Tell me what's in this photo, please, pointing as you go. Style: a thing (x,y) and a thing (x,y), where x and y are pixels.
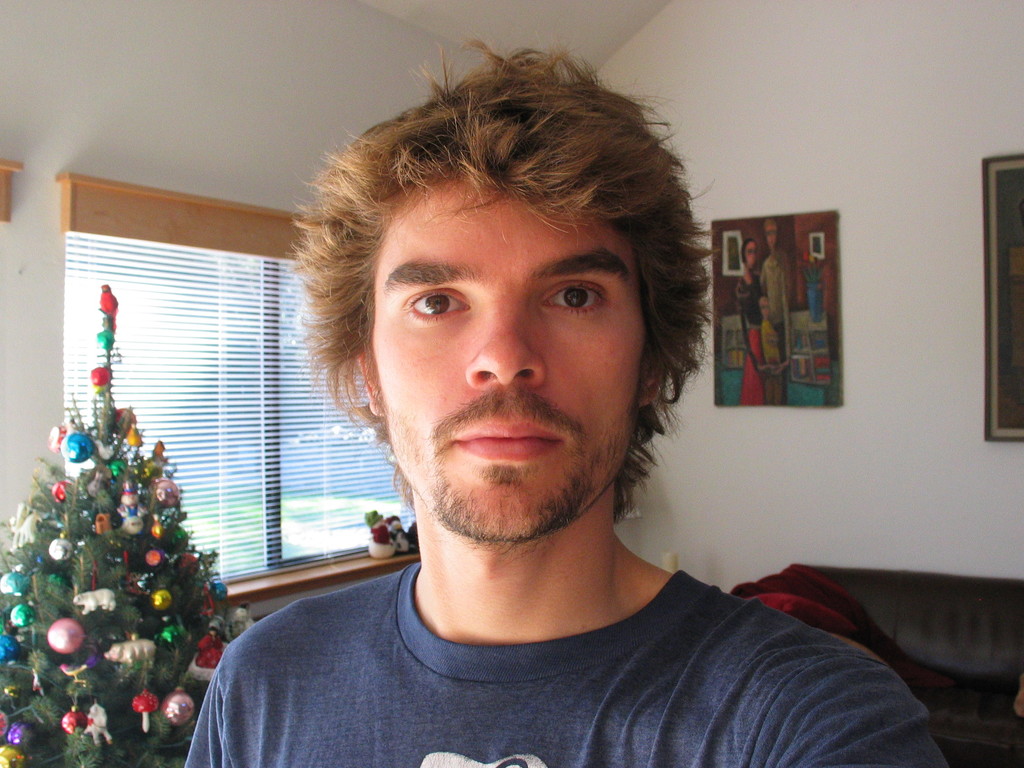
In this image I see a man (465,294) who is wearing a t-shirt (406,654) and in the background (54,504) I see a Christmas tree (96,644) on which there are decorations (65,546) and I see the wall (950,421) on which there are 2 photo frames (819,317) and I see the window (291,360) over here and I see the black color sofa (950,634) over here.
